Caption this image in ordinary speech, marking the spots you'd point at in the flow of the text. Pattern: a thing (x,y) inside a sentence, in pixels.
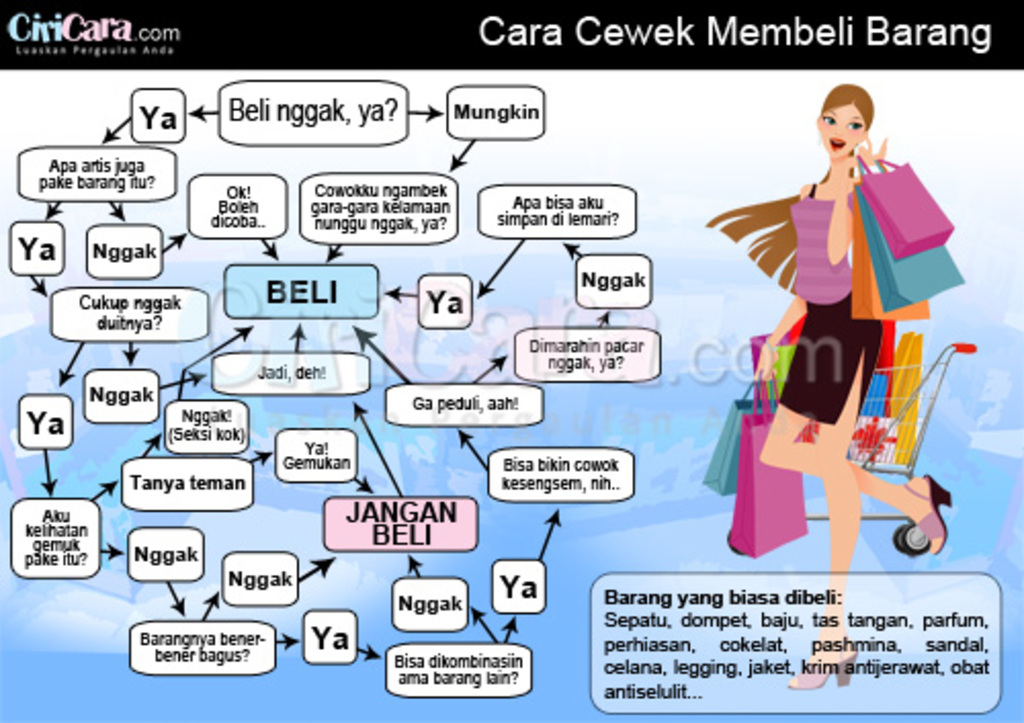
In this image we can see a poster (439,467), in the poster (483,271) there is a cartoon image (822,190) of a woman (852,194), holding shopping bags (901,216) and there is some text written on it.
